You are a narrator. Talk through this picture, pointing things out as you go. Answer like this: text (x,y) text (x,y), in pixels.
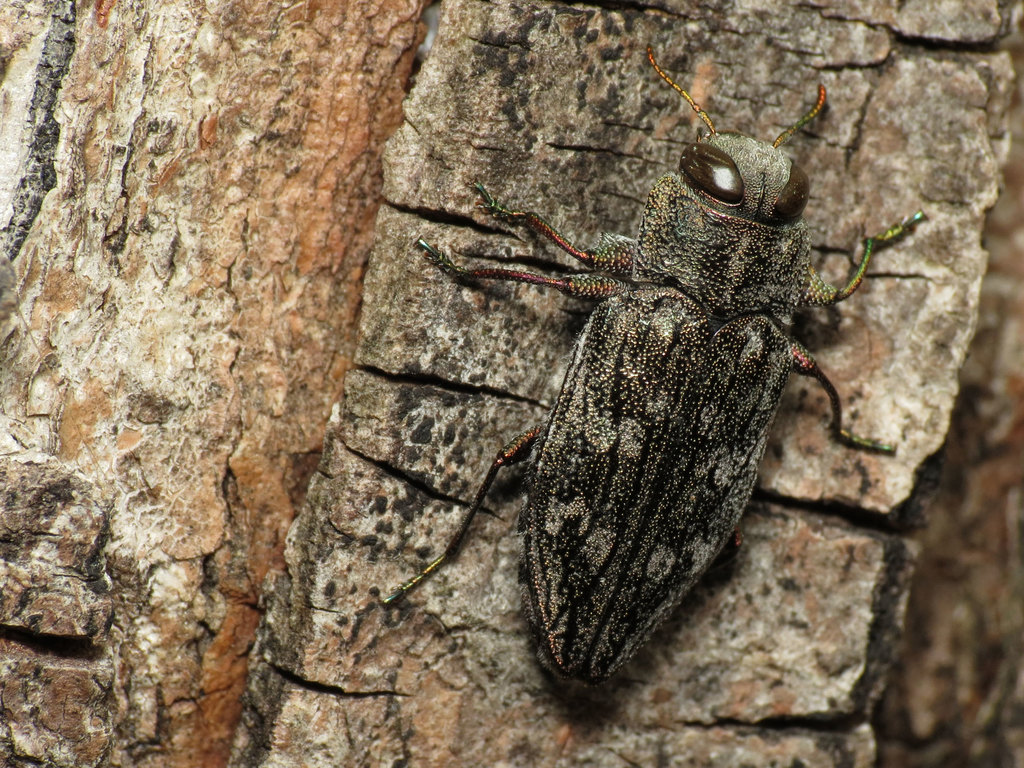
In this image, we can see an insect (870,441) which is attached to a wooden trunk (944,696).
